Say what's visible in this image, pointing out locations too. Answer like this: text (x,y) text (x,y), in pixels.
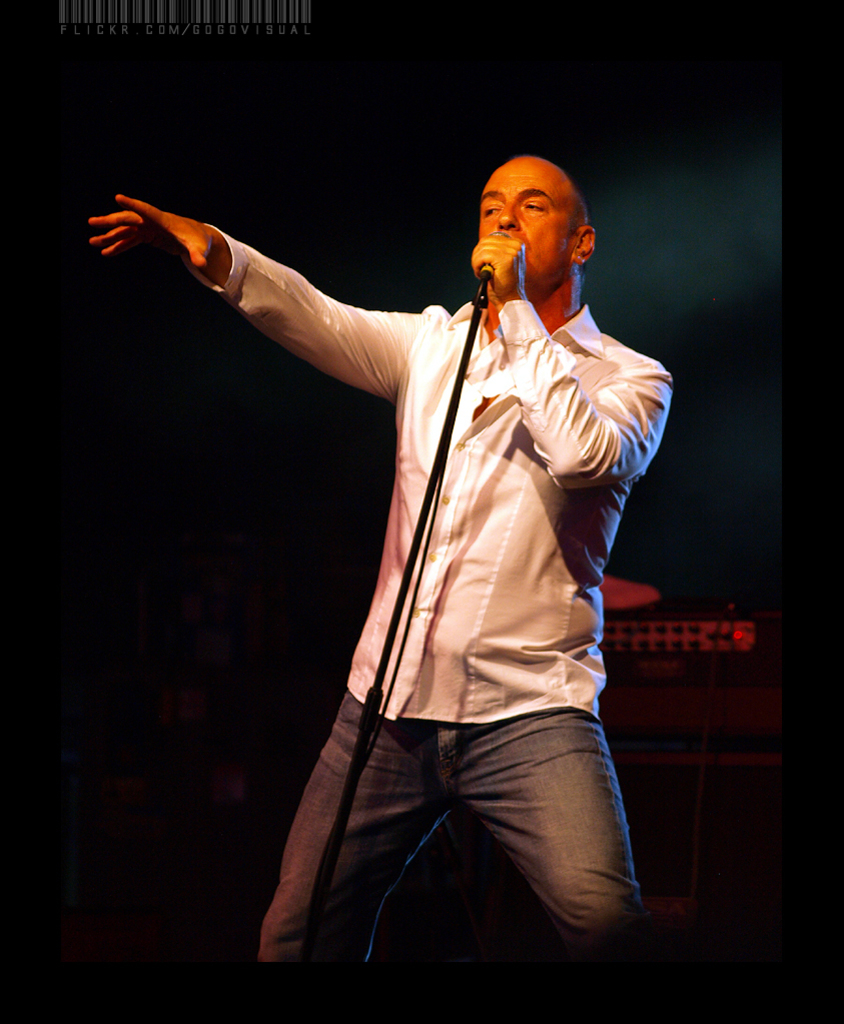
In this image we can see a person (532,544) wearing a dress (547,524) is holding a microphone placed on a stand (484,287). In the background (697,631), we can see a device (666,752) with cable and some text (89,25).
